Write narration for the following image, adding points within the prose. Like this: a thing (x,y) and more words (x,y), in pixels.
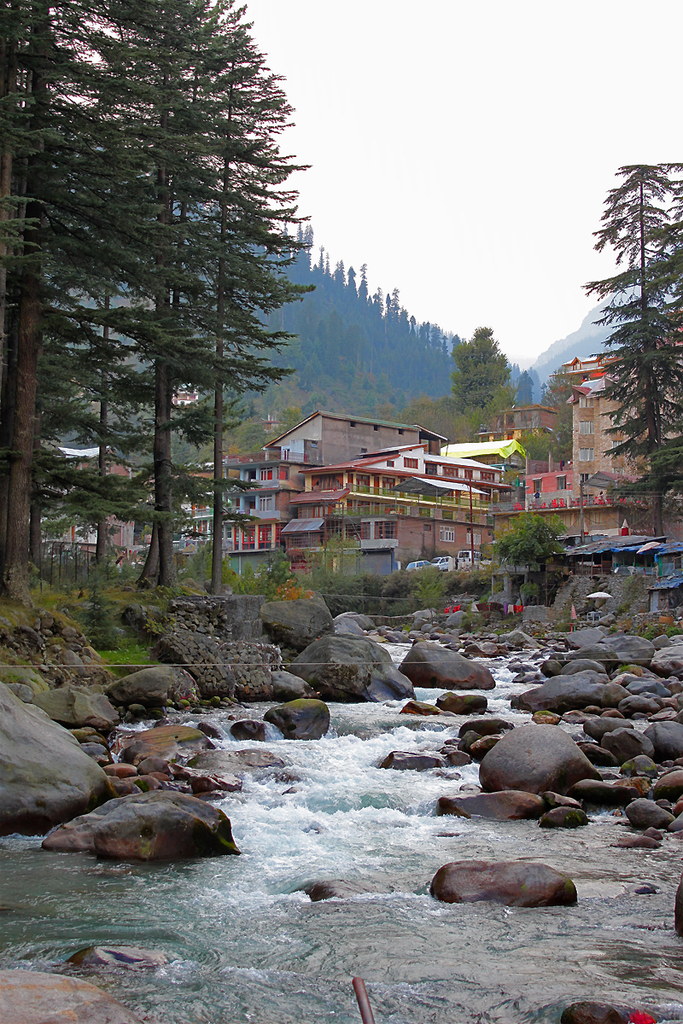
In this image, we can see few buildings (360,452), walls (372,479), trees (649,385). At the bottom (377,716), we can see stones (630,721), water (422,780) is flowing here. Background (600,337) we can see mountains (424,354) and sky (493,214).
